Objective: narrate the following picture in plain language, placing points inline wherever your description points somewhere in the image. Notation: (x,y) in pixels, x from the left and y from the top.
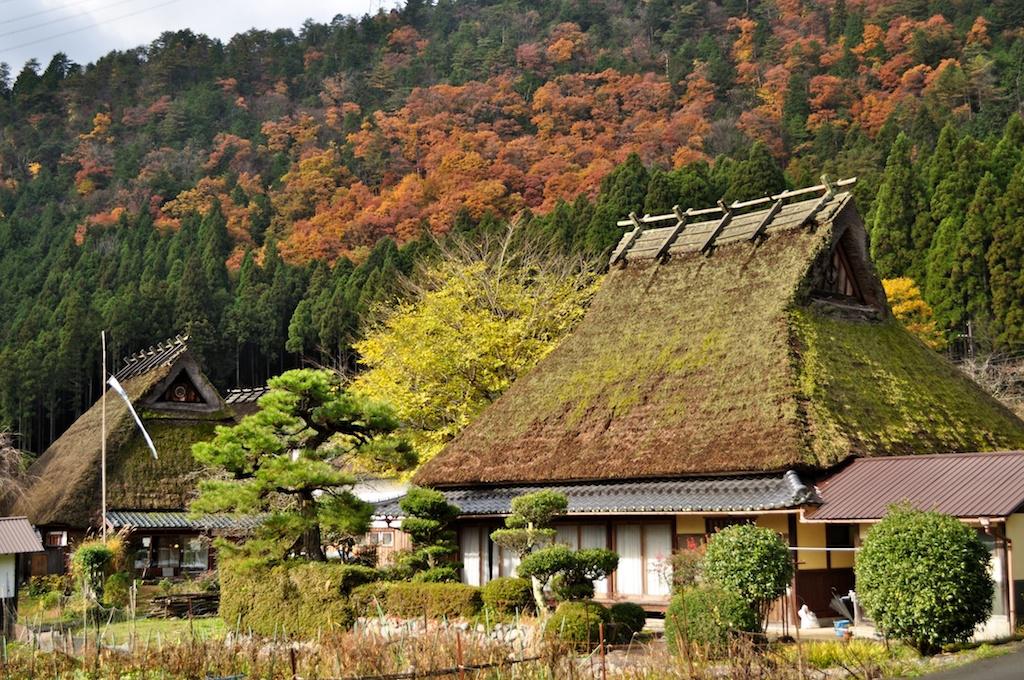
In this image we can see a few houses (540,447), there are some plants (937,606), trees (499,349), stones (509,627) and poles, also we can see the sky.
